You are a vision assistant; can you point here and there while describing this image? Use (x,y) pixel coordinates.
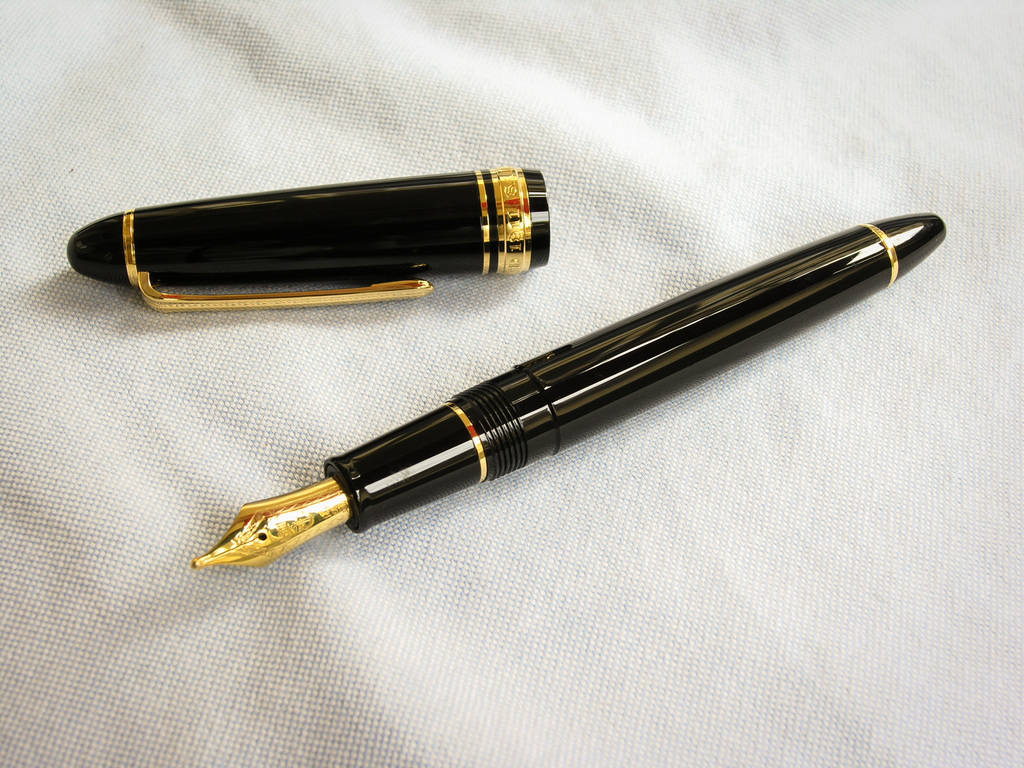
In this picture we can see a pen (553,386) and a pen cap (296,241) on the cloth (120,342).
